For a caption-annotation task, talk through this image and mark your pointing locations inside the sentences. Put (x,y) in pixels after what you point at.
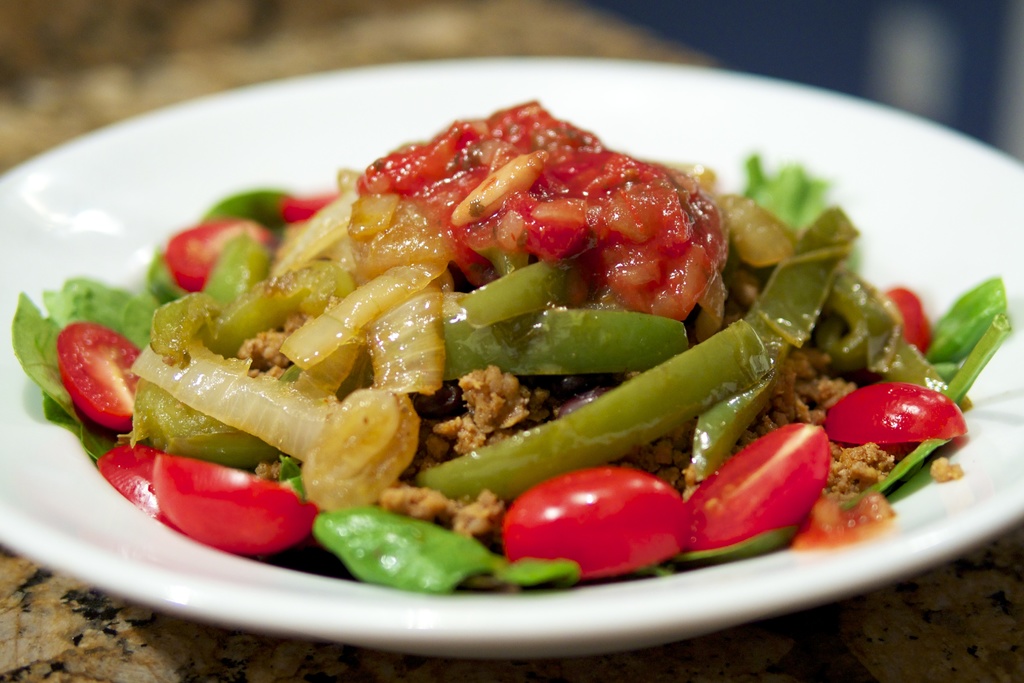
In this picture we can see a plate (828,555) with food items (417,513) on it such as onion (210,388) and tomato pieces (542,527) and this plate (276,109) is placed on a platform (413,9).
